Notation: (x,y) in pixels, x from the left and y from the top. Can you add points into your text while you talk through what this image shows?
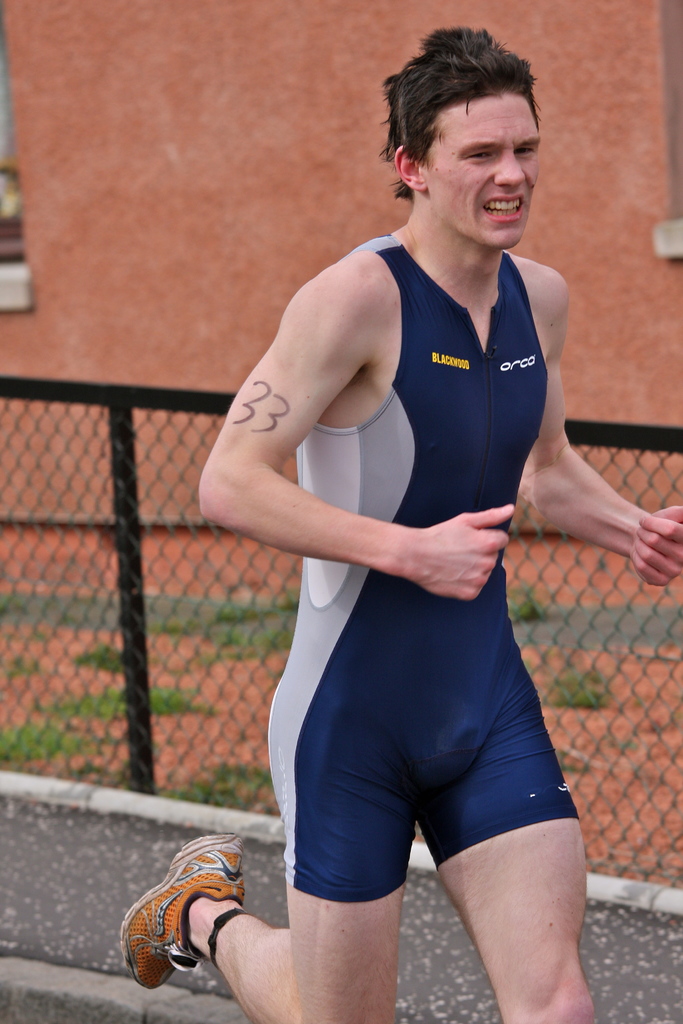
In the image we can see there is a person (473,544) running on the road (40,942). Behind there is a building (174,228).
